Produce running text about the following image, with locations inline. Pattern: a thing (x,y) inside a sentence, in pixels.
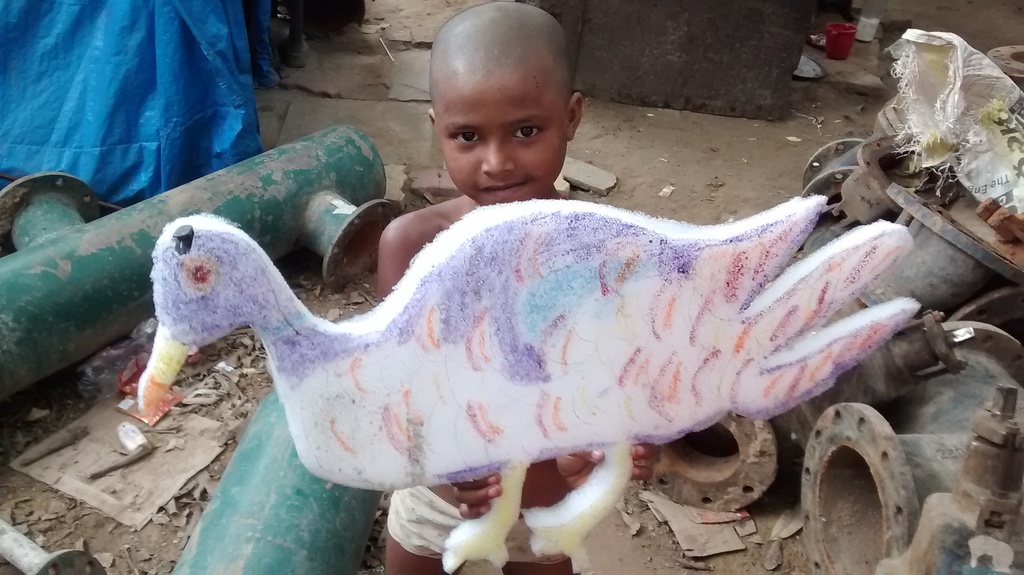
As we can see in the image there are water pipes (24,241), toy duck (417,400), a boy (468,39) sitting over here and there are iron equipments (942,285).
